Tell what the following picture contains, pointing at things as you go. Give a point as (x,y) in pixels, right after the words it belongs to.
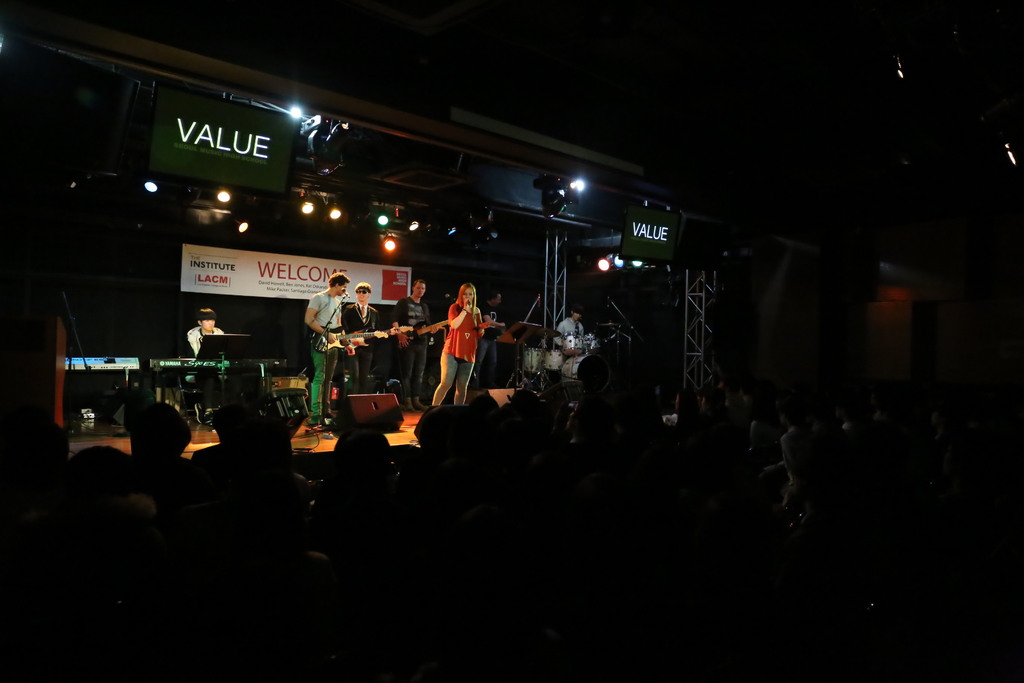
In this image there are some persons (484,335) are playing some instruments (215,363) on the stage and there are some persons (472,483) standing in the bottom of this image (572,545), and there are some lights (336,215) arranged on the top of this image (310,208).
